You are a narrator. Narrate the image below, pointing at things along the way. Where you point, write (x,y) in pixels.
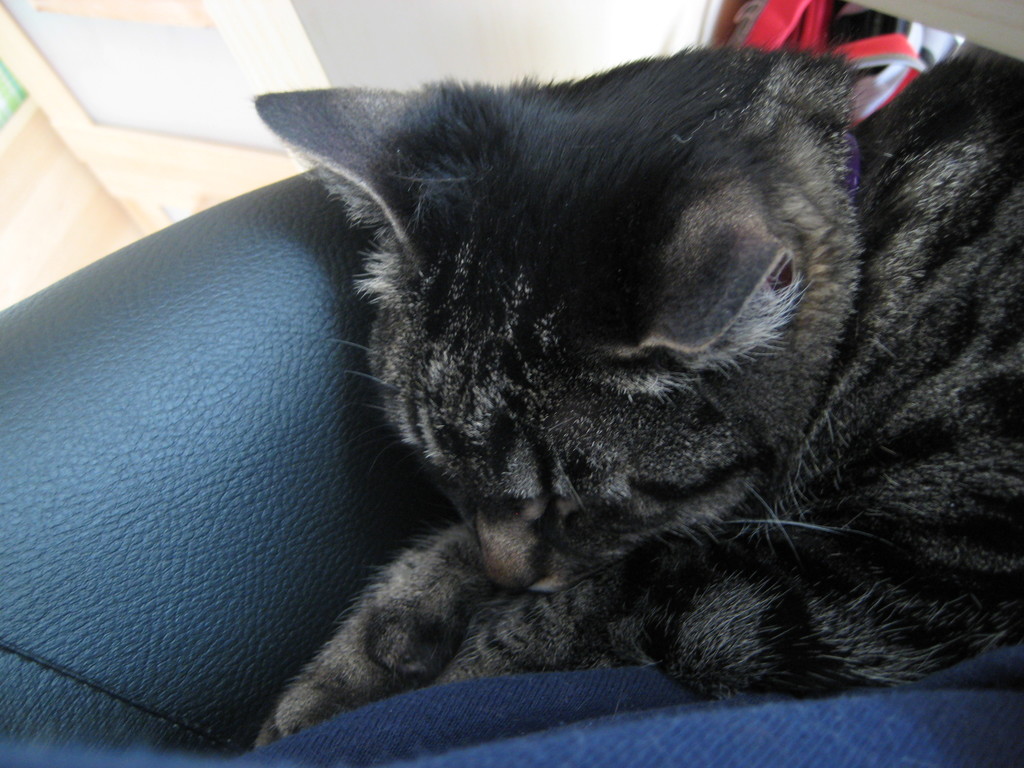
In this image, we can see cat (703,282). There is an object (220,465) on the left side of the image (52,440). There is a cloth (573,736) at the bottom of the image (376,741).
